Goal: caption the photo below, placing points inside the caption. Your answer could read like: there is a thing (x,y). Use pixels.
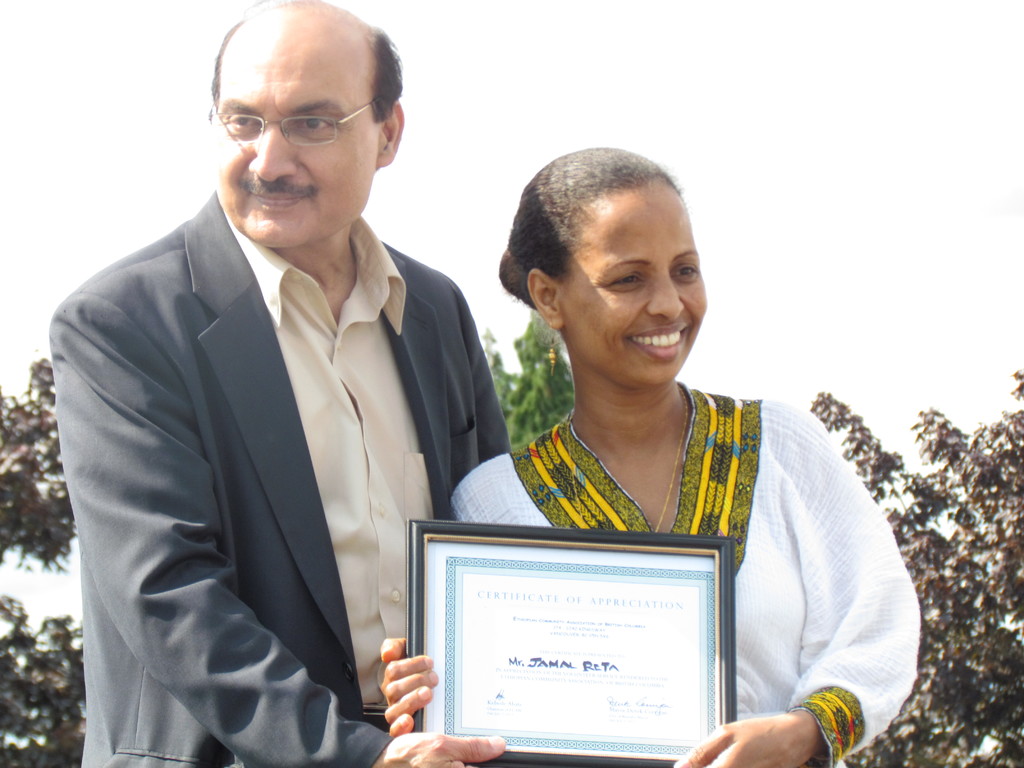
This picture is clicked outside. In the foreground (605,370) we can see a man (287,292) wearing suit (276,365), smiling and standing and we can see a person (669,410) wearing white color dress (750,449), smiling and standing and both of them are holding a wooden frame (436,578) containing the text (633,609). In the background (670,76) we can see the sky (769,280) and trees (958,451).
